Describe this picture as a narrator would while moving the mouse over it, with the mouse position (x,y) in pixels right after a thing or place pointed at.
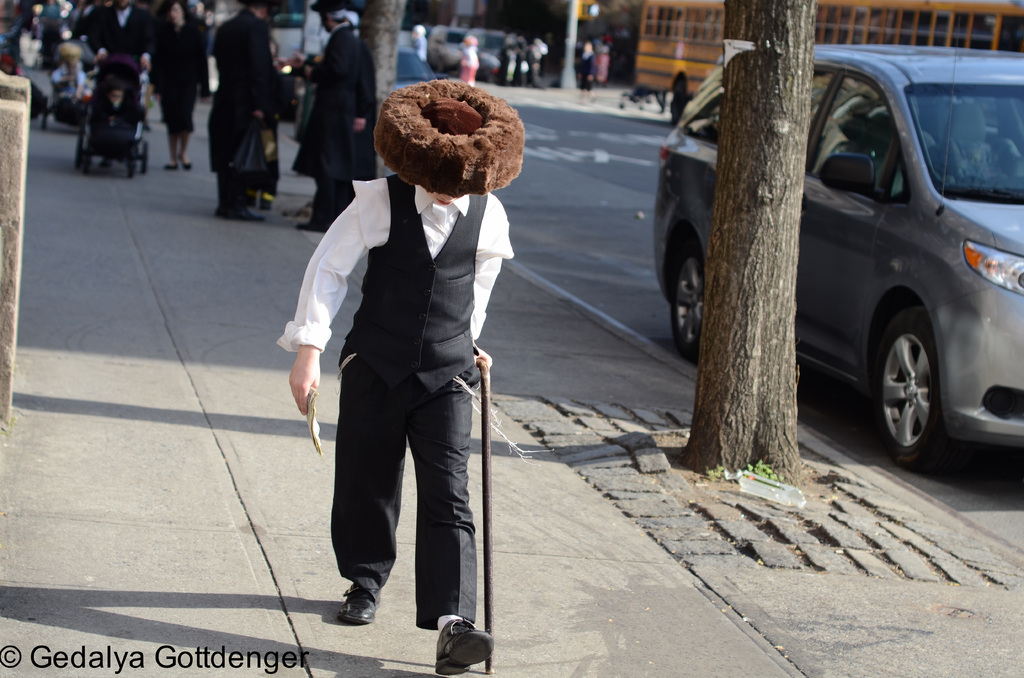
In this image in the middle (419,382), there is a man (419,350), he wears a shirt (381,196), jacket (425,350), trouser (433,484), shoes (454,623), he is walking, he is holding a stick (486,514). At the bottom (199,656) there is a text (185,655). On the right (855,277) there are trees (774,120), buses (679,21), cars (822,158) and road (654,265). In the background (574,25) there are many people (336,47), trees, poles (570,61).
